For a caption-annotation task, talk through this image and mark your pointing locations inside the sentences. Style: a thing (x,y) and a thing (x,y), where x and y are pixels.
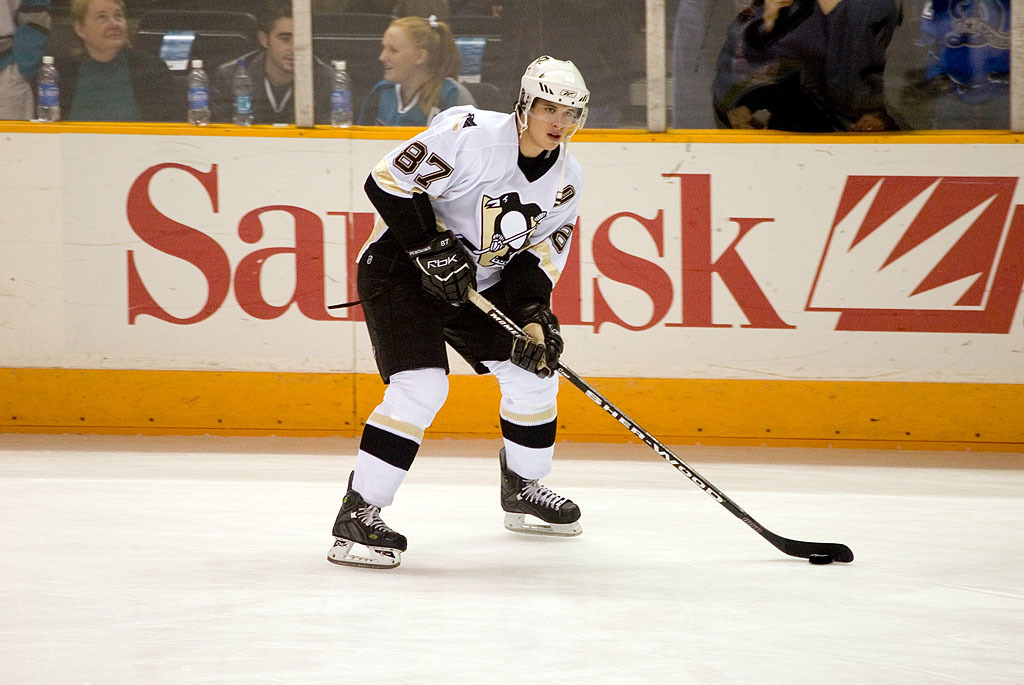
There is a man (331,548) playing hockey. There is a hockey stick (484,308) in his hand (466,300). In the background (70,95) there are people (805,57). A bottle (41,95) is placed on the wall (41,129).
